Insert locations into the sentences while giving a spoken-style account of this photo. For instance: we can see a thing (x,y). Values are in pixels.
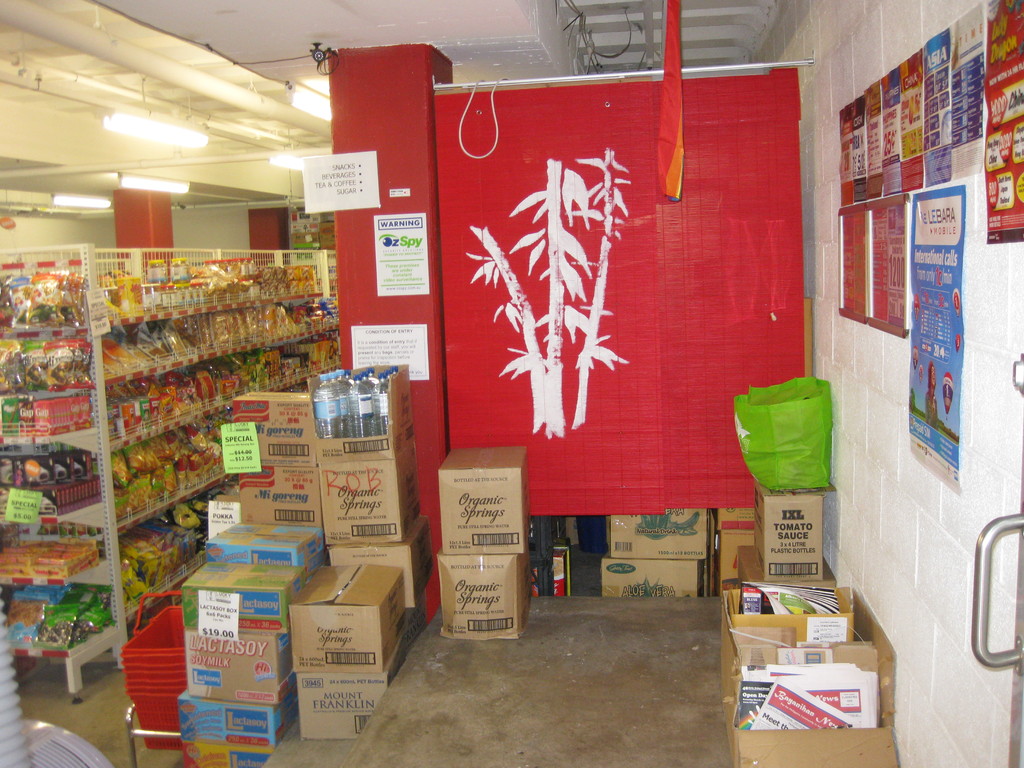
On the right side (892,343) there is a wall (864,367) with different posters (893,182). Near to that there is a red color board (654,224) with a painting (556,400) on that. Near to that there are many boxes (479,563) on the floor (710,697). On the left side (69,359) there are racks (93,511). Inside the racks (103,400) there are many items (148,339). On the ceiling (170,152) there are lights (200,139). In the background (163,255) there are pillars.
